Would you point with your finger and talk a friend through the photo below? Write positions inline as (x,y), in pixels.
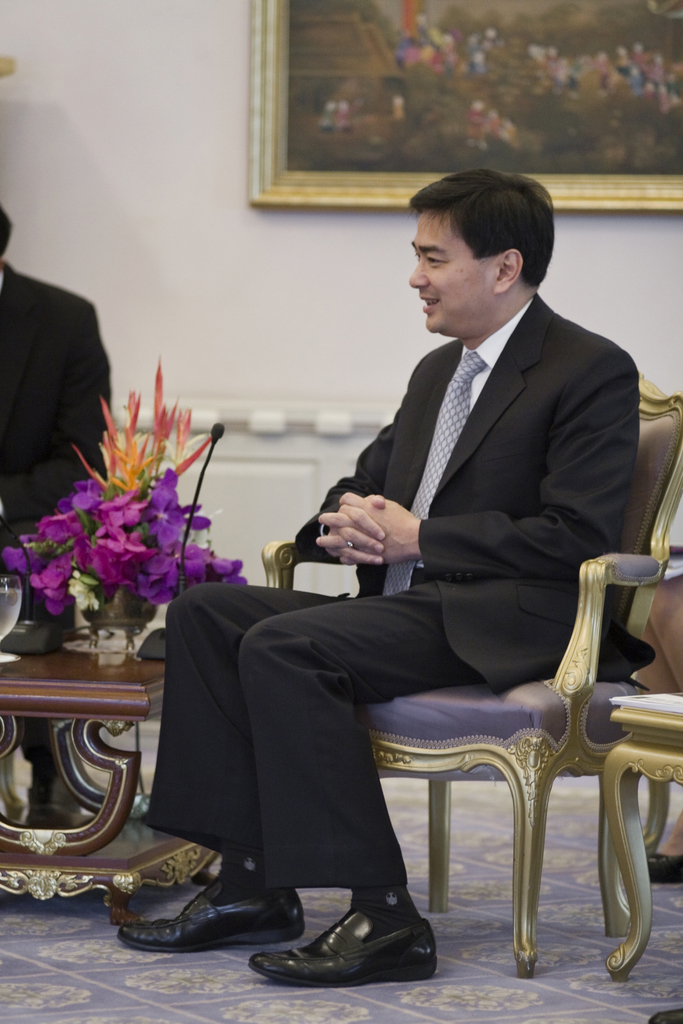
This picture shows a man (533,648) sitting on a chair (513,770). we see a smile on his face (430,289) and a flower vase (103,618) and a microphone (156,657) on the table (84,685) and we see a photo frame (678,81) on the wall (280,210).
